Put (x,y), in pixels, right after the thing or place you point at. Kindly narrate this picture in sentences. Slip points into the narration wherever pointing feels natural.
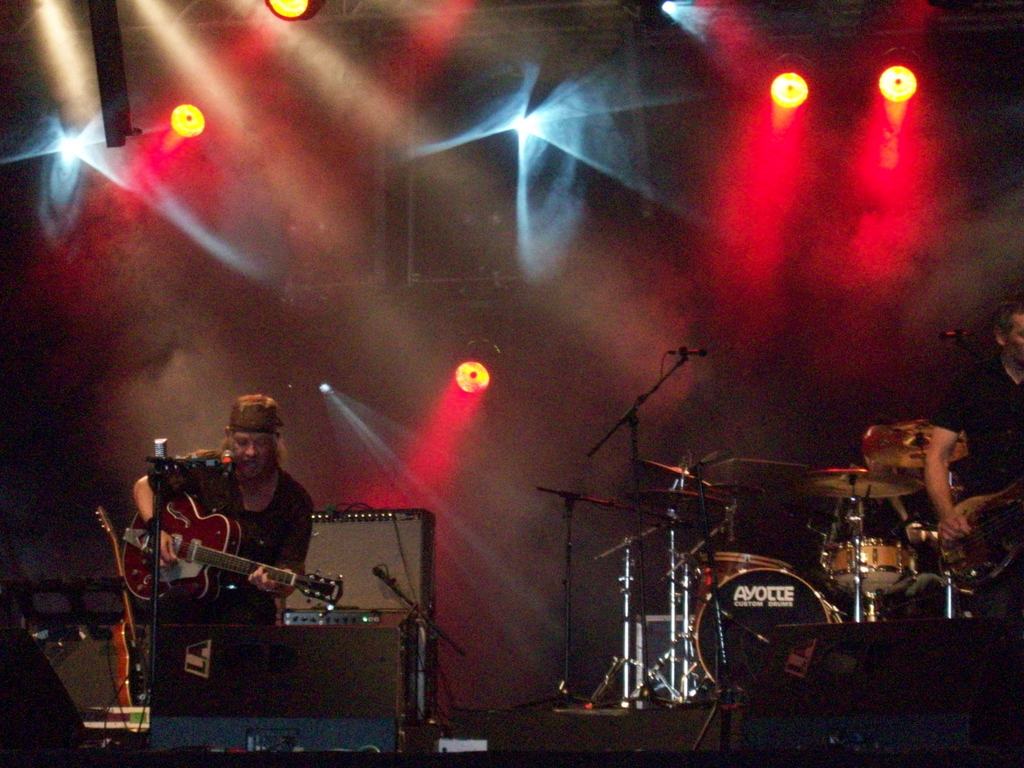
A person (230,605) is sitting on something and holding a guitar (201,561) and playing. There is a drum (853,545), mic stand (641,464). In the background (301,161) there are lights (304,6) and some other equipment (359,576) on the stage (524,704).
